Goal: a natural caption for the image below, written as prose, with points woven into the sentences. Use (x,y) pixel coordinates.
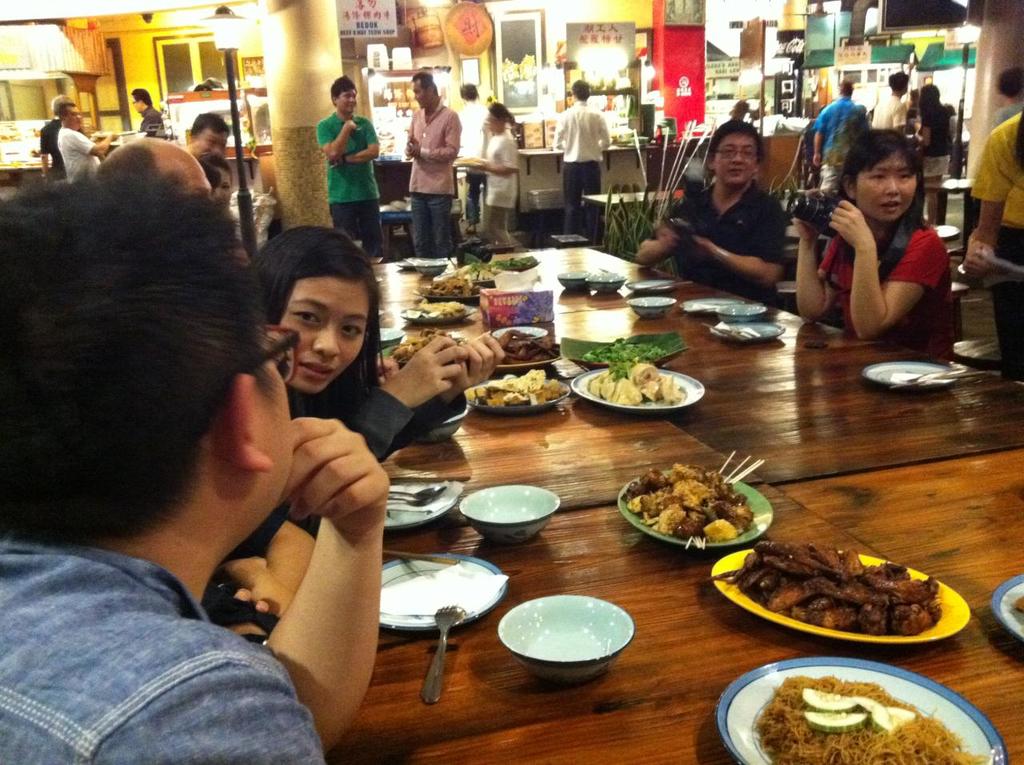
In this image there is a table (658,627) having plates (859,677), bowls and few objects (442,654). There are few plates (746,757) having food (668,472). Few people (161,345) are surrounded by the table (490,371). Few people (579,202) are on the floor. Left side there is a street light (227,14). There are boards (516,53) attached to the wall (492,65). Left side (318,61) there is a pillar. There are racks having few objects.
